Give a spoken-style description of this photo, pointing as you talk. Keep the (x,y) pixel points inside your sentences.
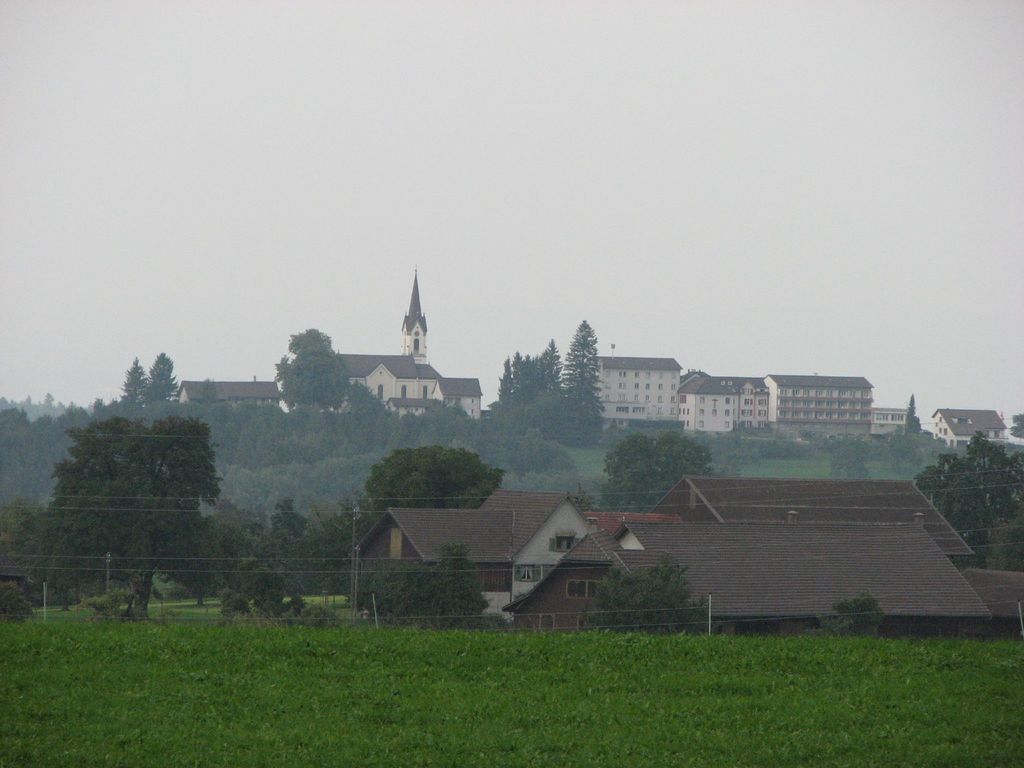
In this image we can see a group of buildings (945,551) and trees (193,487). In the foreground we can see the plants (848,670) and poles (354,583) with wires (221,558). At the top (406,169) we can see the sky (396,193).
